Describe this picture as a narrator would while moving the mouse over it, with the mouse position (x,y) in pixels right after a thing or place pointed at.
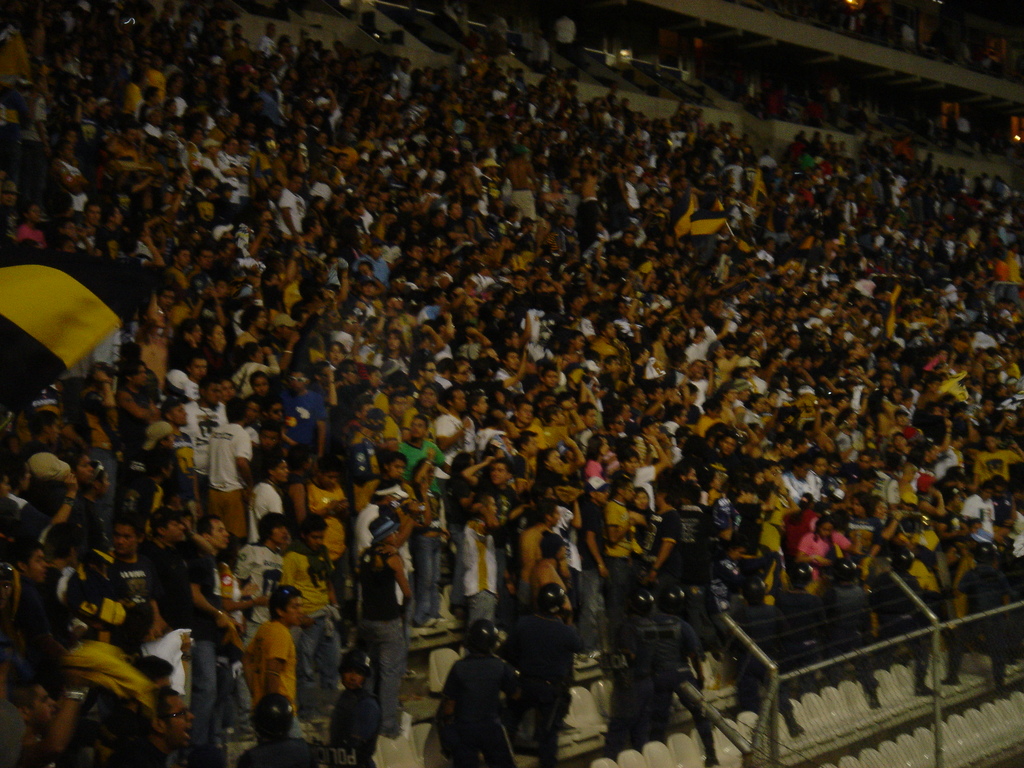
In this image many persons (493,377) are on the stairs (976,736). Right bottom there is a fence (885,682). Bottom of the image (556,669) few persons (681,680) are wearing helmets (269,714) and jackets (298,764).
